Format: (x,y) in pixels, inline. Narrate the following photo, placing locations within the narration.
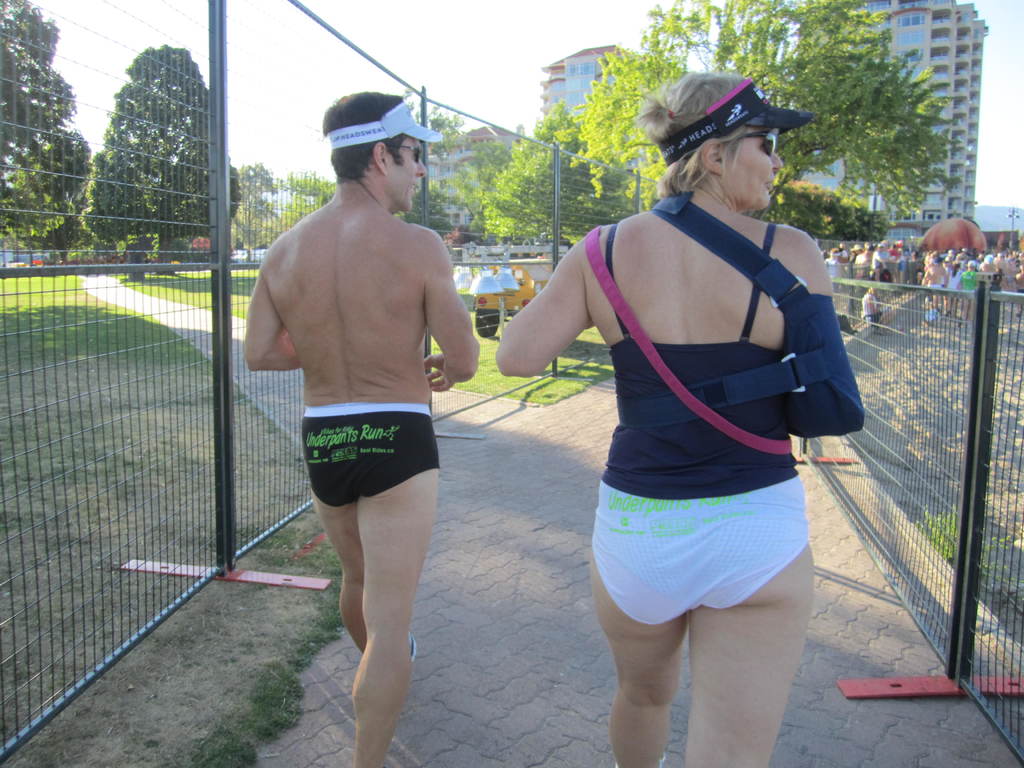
Here is the man (380,613) and the woman (639,528) walking on the pathway (511,540). These look like barricades (973,433). These are the trees (604,106) and buildings (948,79). I can see groups of people (946,270) standing.
